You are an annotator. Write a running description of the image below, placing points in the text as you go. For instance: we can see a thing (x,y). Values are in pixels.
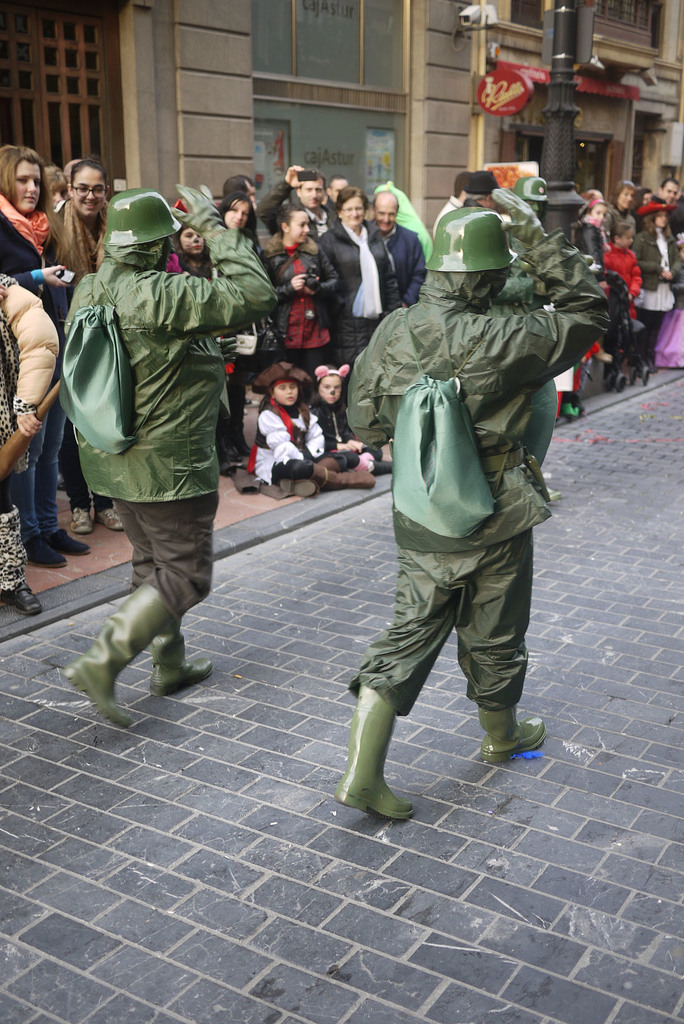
In this picture we can observe two members (146,386) walking in this path (266,850), wearing green color dresses (146,487), bags (415,443) and helmets (125,241) on their heads (125,241). We can observe some people (182,245) standing on the footpath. In the background (415,72) there is a building (428,59).
